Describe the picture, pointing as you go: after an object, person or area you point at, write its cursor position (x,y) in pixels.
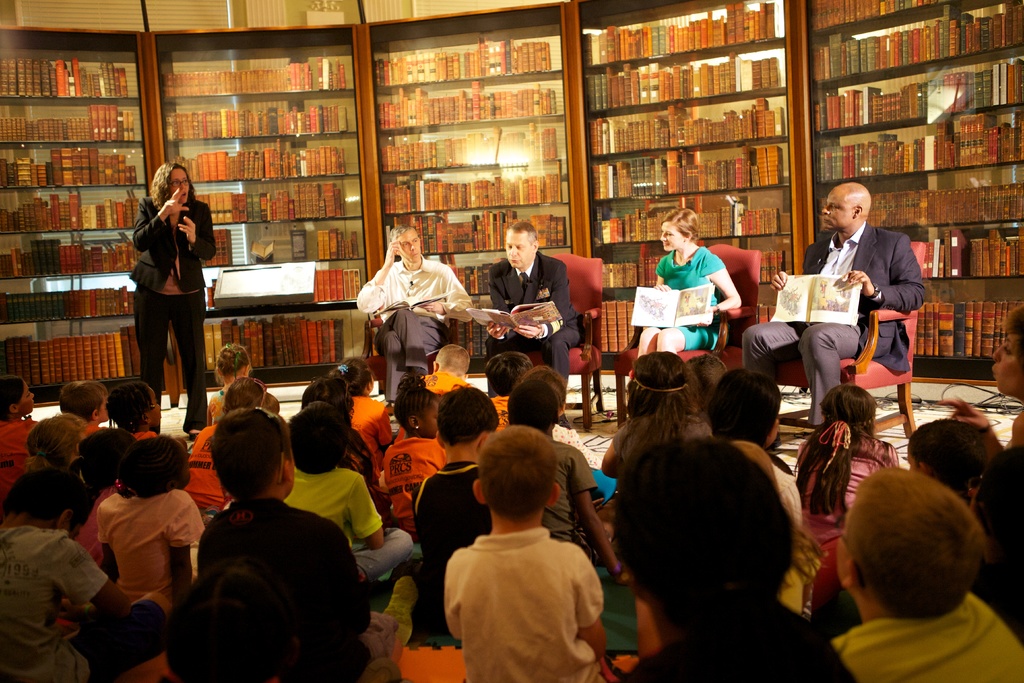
In this image I can see few kids (484,599) sitting on the floor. I can see few persons (824,272) sitting on the chairs (592,296). I can see a woman (157,288) standing. In the background (15,346) I can see few books (746,69) placed in the shelves (558,159).
